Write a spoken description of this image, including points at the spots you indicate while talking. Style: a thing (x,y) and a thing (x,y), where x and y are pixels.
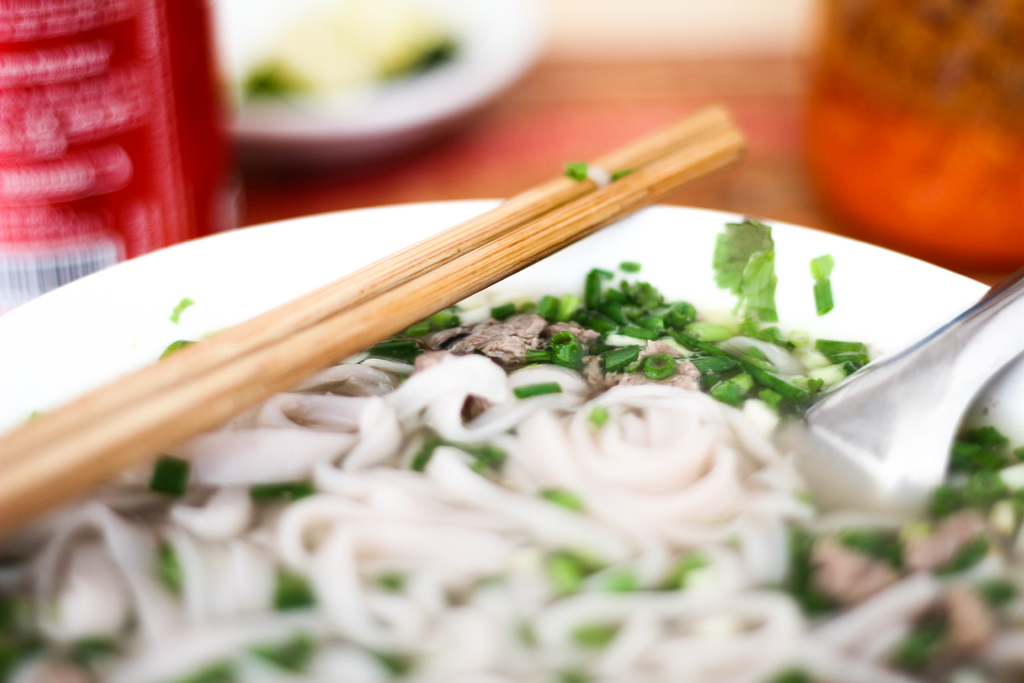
This image consists of a plate (9,355), eatables (635,521), spoon (879,460) and chopsticks (259,368). This plate (681,281) is placed on a table (525,177). There are some eatables (642,396) in this plate (201,327).
